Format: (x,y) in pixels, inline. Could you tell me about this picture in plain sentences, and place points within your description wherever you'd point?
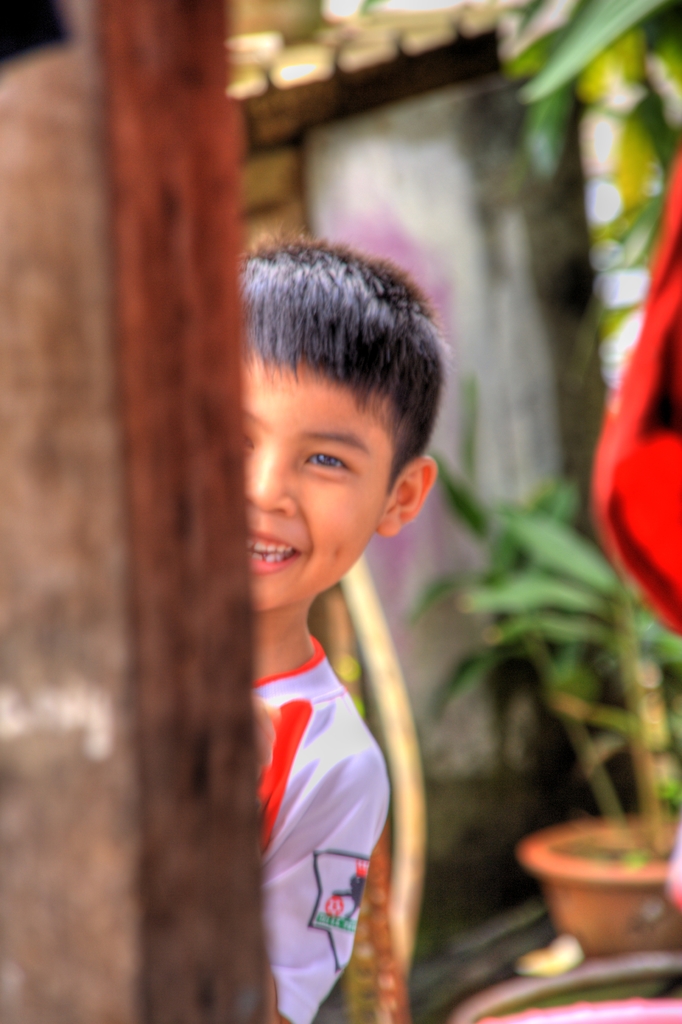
In this picture we can see a wooden object (202,479), boy (286,597) smiling, house plant (666,646) and in the background (375,41) we can see some objects (323,41).
